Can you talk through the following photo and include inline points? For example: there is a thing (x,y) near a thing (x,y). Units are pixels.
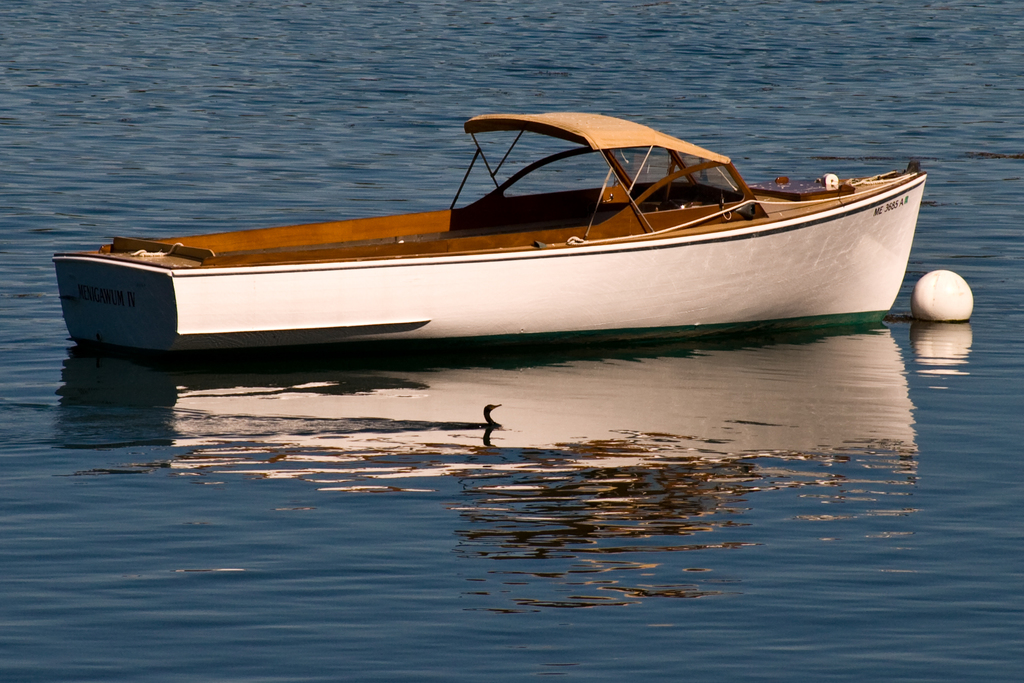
In this image we can see a boat (696,261) and a white color object (941,286) on the water (497,349).
